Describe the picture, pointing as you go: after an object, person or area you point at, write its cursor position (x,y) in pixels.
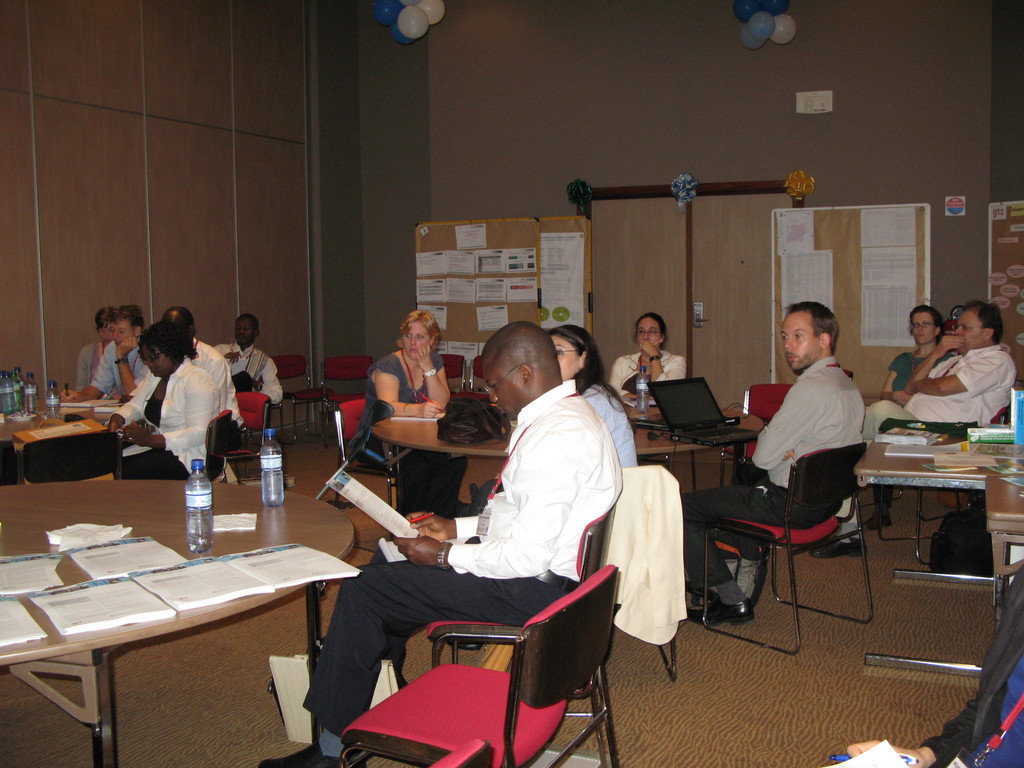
In this picture we can see a group of people (259,376) sitting on chair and holding papers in their hands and on table (98,492) we can see bottles (193,503), book (159,543), tissue paper (128,527), laptops (672,418), bags (489,424) and in background (396,140) we can see wall (343,205), door (676,262), board (825,230) with notices (826,279), balloons (750,24).
